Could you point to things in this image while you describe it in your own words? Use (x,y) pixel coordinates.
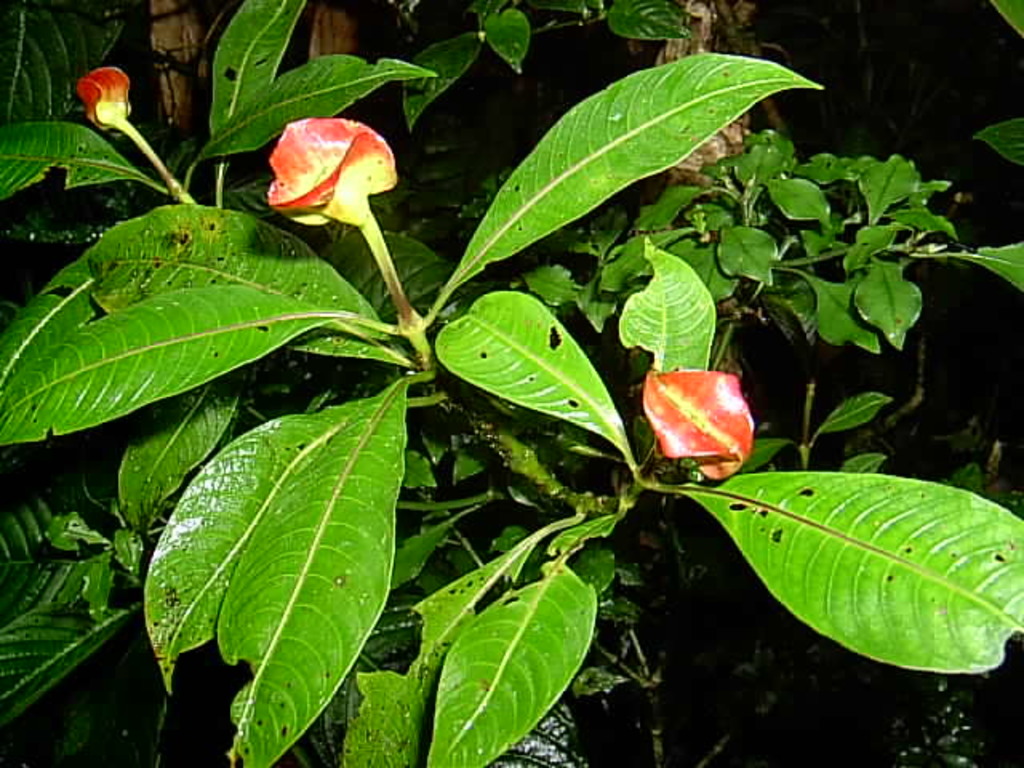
This image is taken outdoors. In this image there are a few plants (399,316) and there are three flowers (683,426) which are red in color.
